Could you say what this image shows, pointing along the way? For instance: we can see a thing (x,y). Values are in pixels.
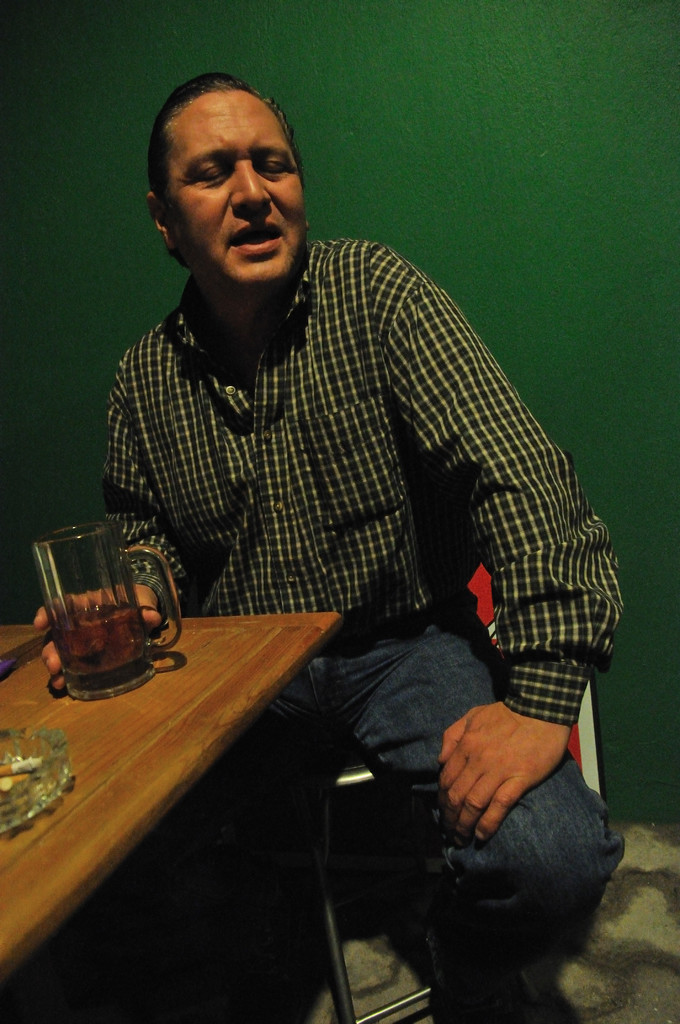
In this image we can see a man (472,448) sitting on a chair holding a glass (92,652) with wine (89,633). We can also see a table (253,667) beside him containing a glass (91,623) and an ashtray (34,811) with some cigarettes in it. On the backside (574,208) we can see a wall (500,198).
